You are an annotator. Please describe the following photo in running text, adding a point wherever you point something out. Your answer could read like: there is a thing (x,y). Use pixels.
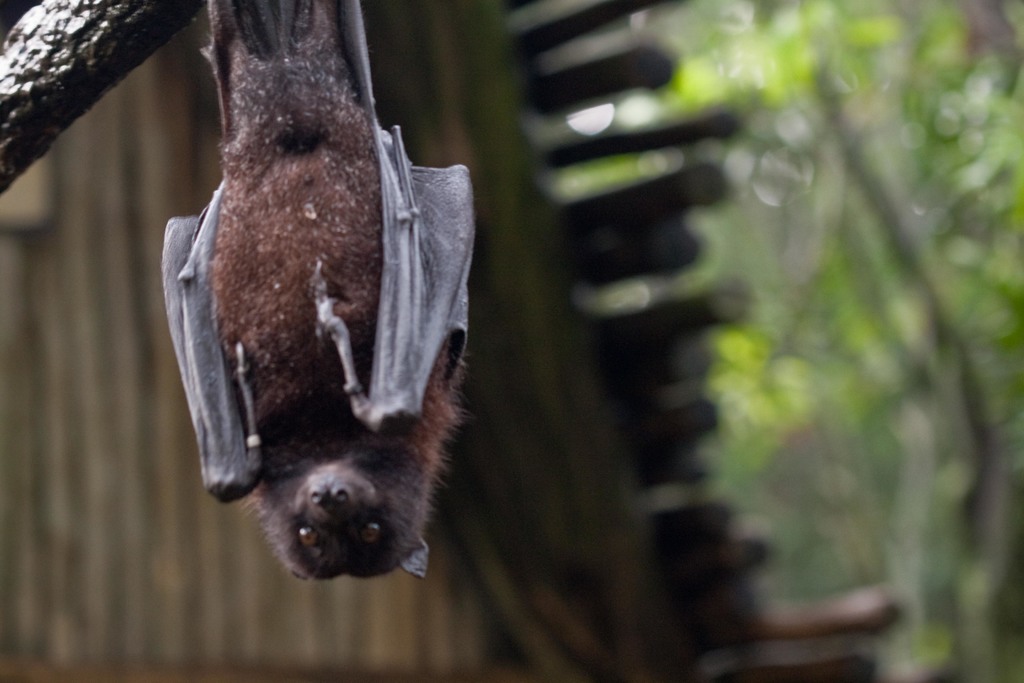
This picture is clicked outside. On the left (319,317) we can see a bat (291,94) seems to be hanging on the branch (120,38) of a tree (36,28). In the background (962,160) we can see the green leaves (761,137) and some other objects (46,332).
